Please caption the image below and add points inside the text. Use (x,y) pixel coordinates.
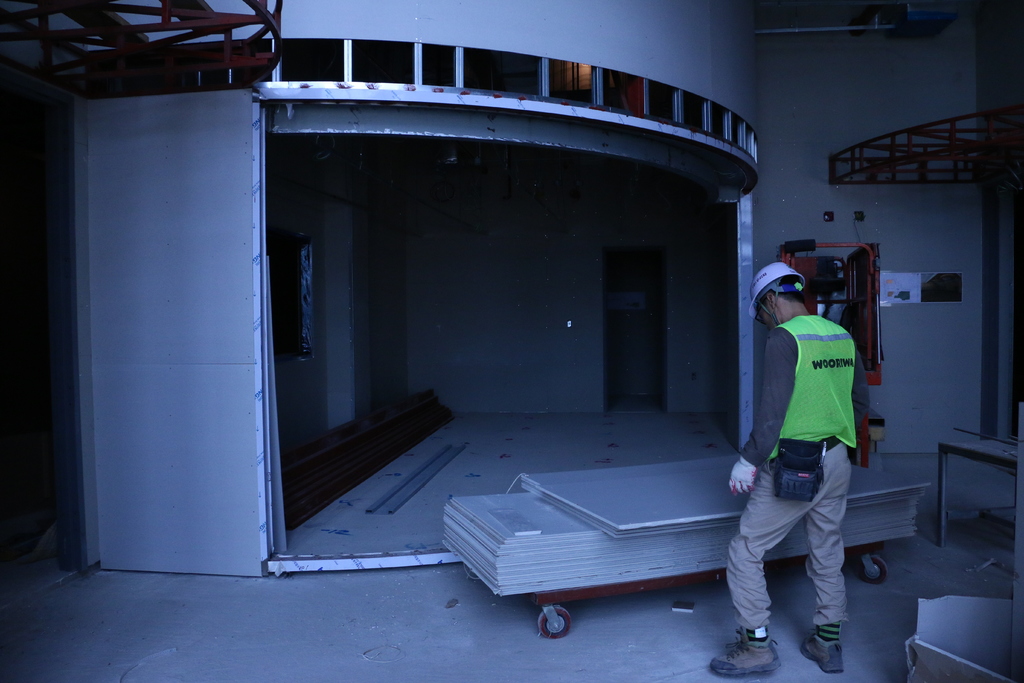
In this image there is a man (797,387) standing. In front of him there are objects (551,518) on the trolley (578,589). In the background (427,298) there is a door (604,326) to the wall (573,305). To the right (870,355) there are machines (866,328).
